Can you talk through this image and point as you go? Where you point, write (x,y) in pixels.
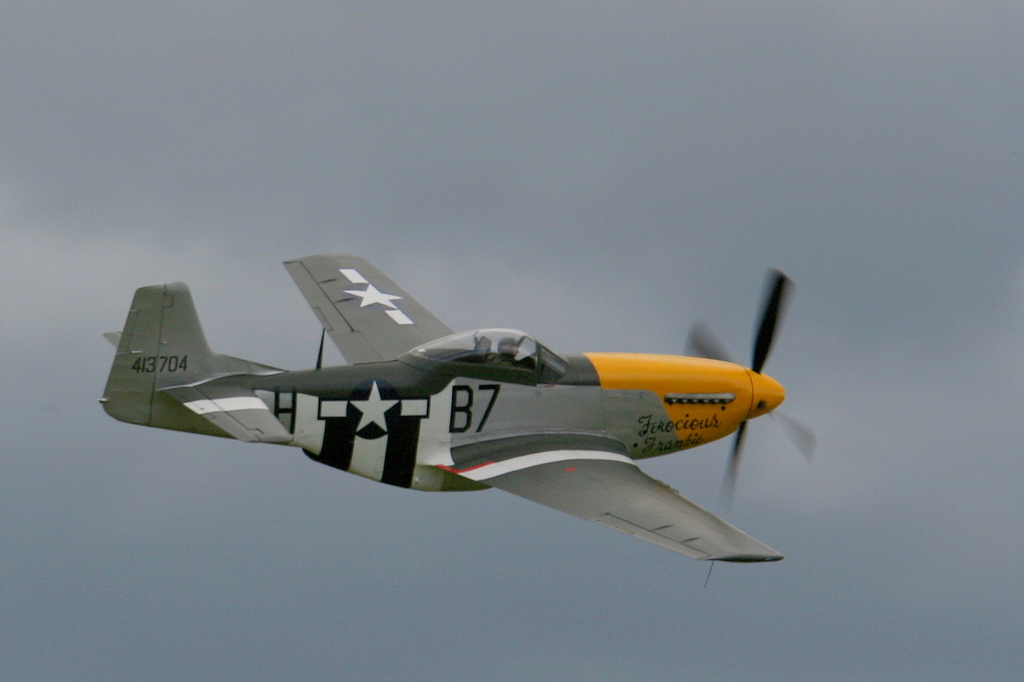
In the image a person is riding a plane (331,319). Behind the plane (349,319) there is sky (312,93).
